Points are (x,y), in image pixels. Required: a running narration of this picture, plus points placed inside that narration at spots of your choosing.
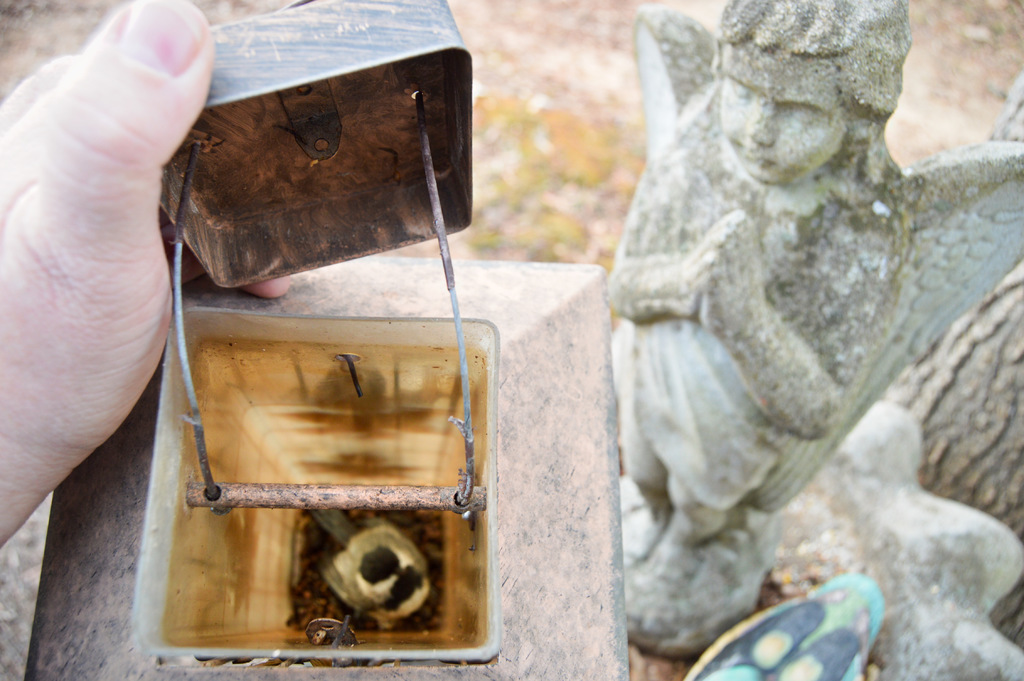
In the center of the image (347,446) we can see a container (334,478) on a stone (124,595). On the right side of the image (763,447) there is a statue (728,378). On the left side (68,330) we can see human hand (110,219). In the background (528,147) there is a ground (537,147).
